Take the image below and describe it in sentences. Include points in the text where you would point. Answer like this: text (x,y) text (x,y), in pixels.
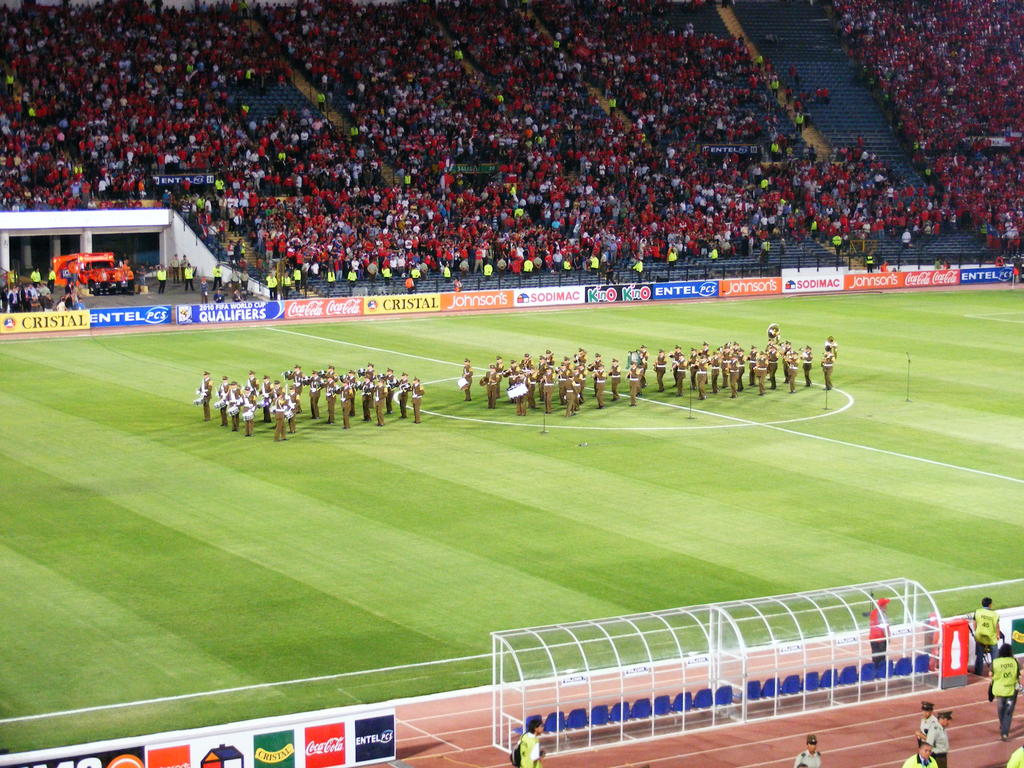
This picture might be taken in a stadium (606,579), in this picture there are a group of people (703,363) in the center (499,389) some people (529,386) are walking and they are playing some musical instruments (280,410). In the background (494,181) there are a group of people (475,153) who are sitting and watching, and also there is one vehicle (107,273) and some boards (68,324). At the bottom (925,720) there are some persons (942,725) who are walking, and there is sand (789,720) and some boards (390,732) and also some object (578,688).
